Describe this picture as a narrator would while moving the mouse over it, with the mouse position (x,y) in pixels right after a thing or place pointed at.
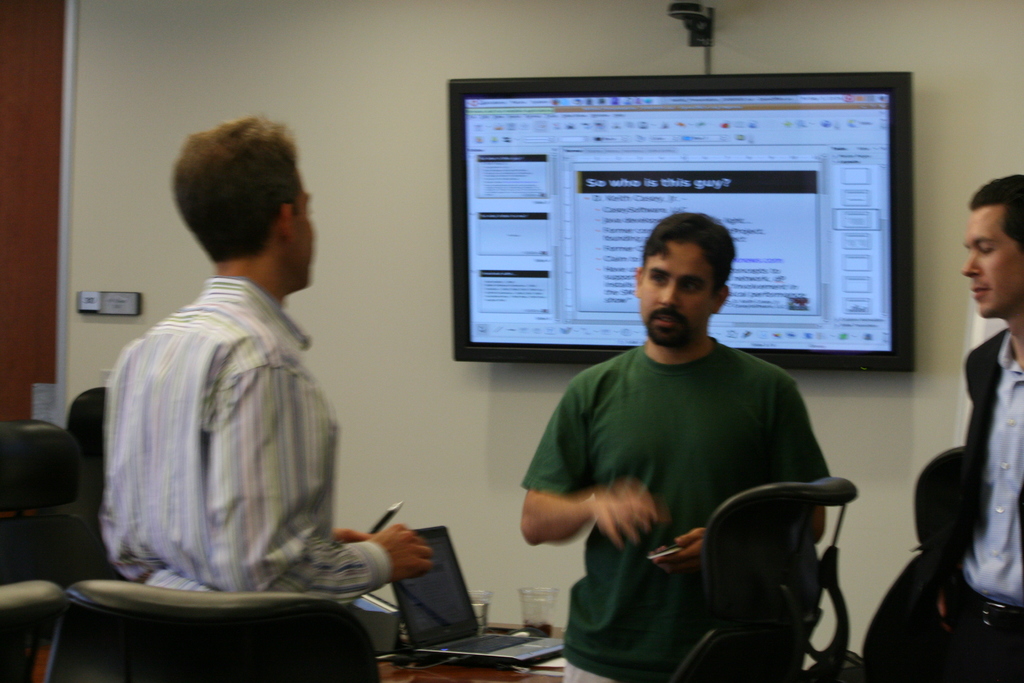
Here in this picture we can see a group of men (743,467) standing over a place and talking to each other and we can see chairs (352,665) and tables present and we can see a laptop (453,629) and glasses (531,627) present on the table (510,622) and on the wall (510,434) we can see a monitor screen (472,126) with something presented on it.
